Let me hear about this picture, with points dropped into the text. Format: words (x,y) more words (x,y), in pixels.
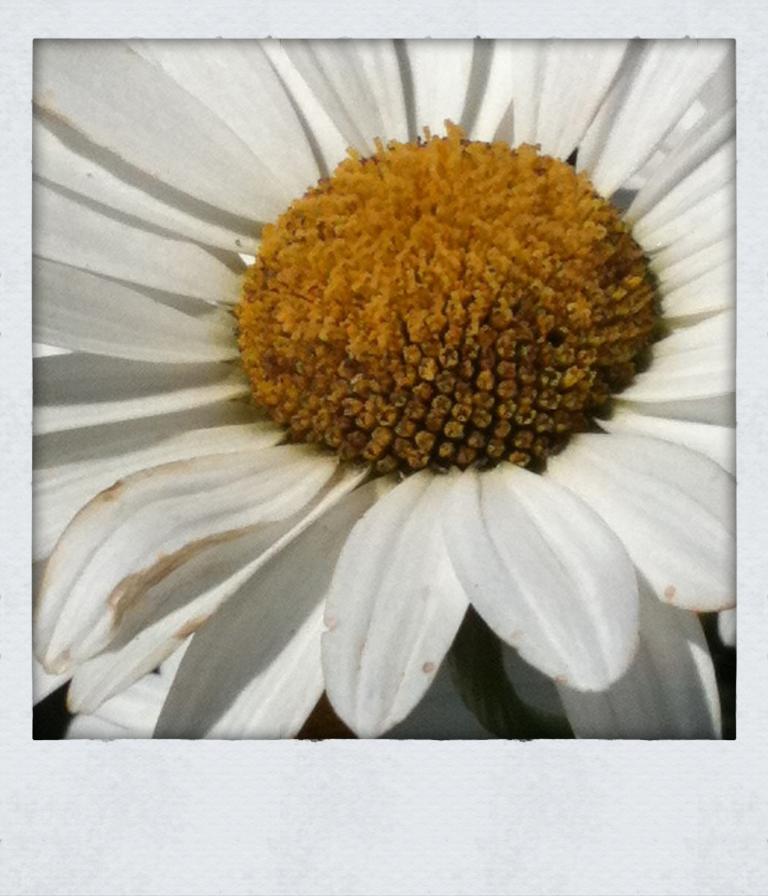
In this picture I can see the flower (412,321).
